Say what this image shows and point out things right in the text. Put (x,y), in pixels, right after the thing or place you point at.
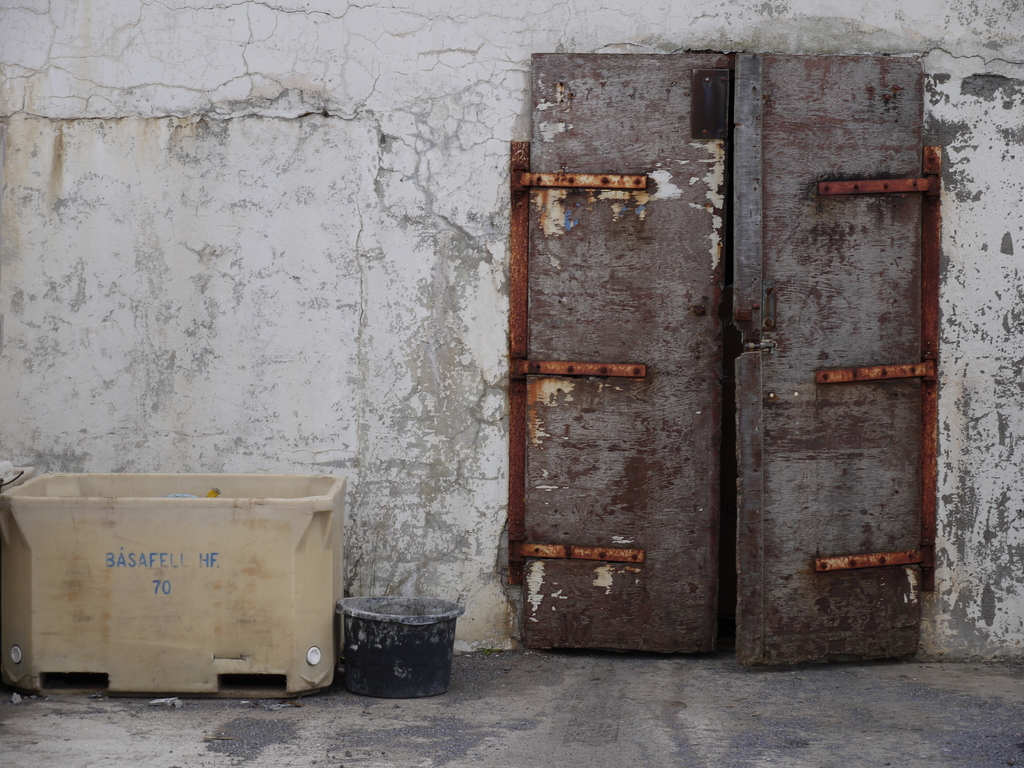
In this image we can see a closed wooden door (657,233) on the wall (482,220), beside the door (539,229) there are two plastic containers (185,604).
